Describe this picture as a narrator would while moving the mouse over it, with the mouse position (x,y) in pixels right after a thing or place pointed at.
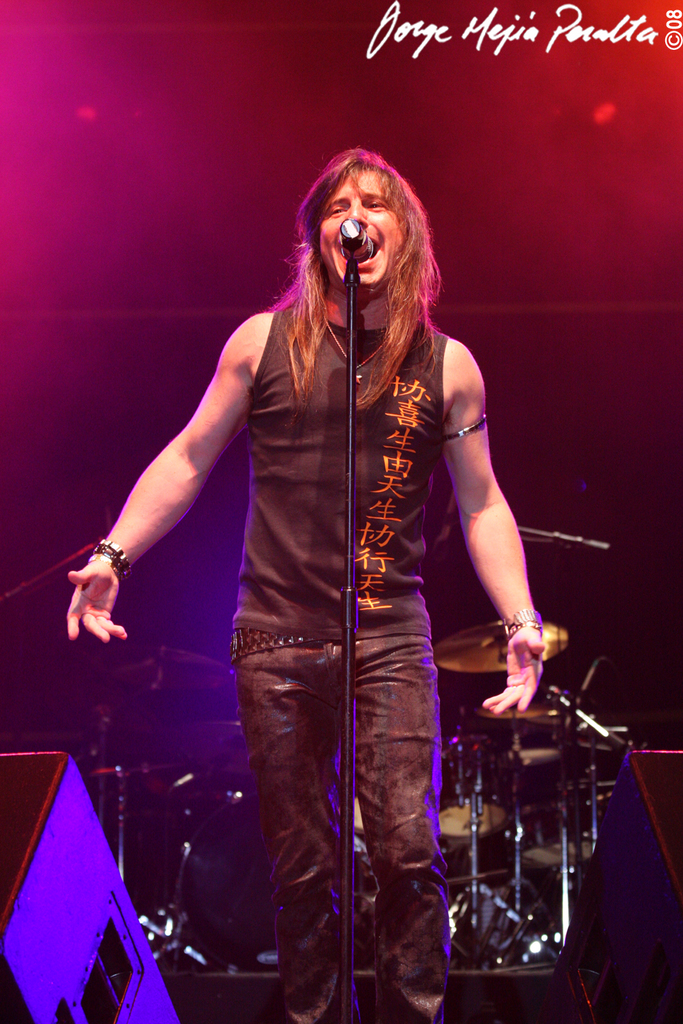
In this image, we can see a person (410,469) standing and singing into the microphone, in the background (212,922) we can see some musical instruments (210,918).
